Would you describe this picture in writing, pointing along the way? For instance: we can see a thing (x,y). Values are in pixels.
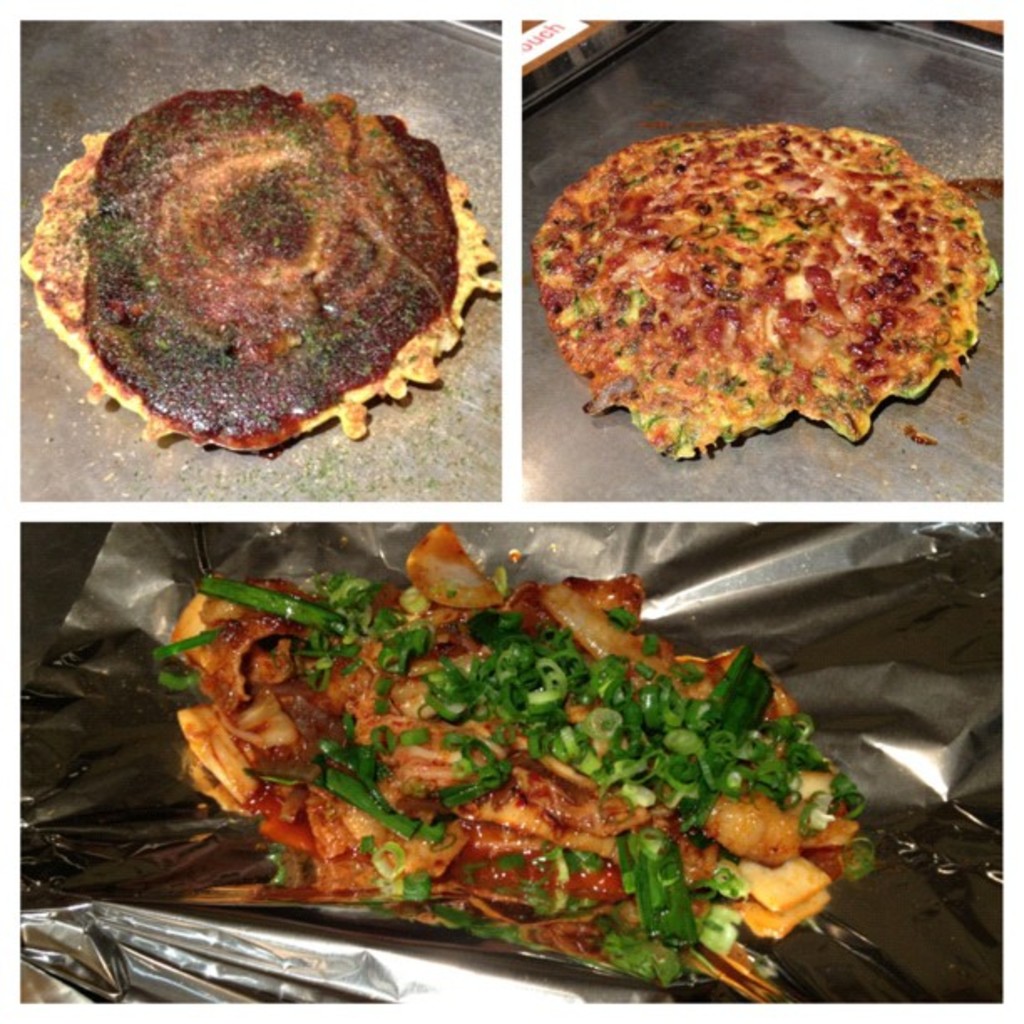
In this image we can see some food items (50,264).
